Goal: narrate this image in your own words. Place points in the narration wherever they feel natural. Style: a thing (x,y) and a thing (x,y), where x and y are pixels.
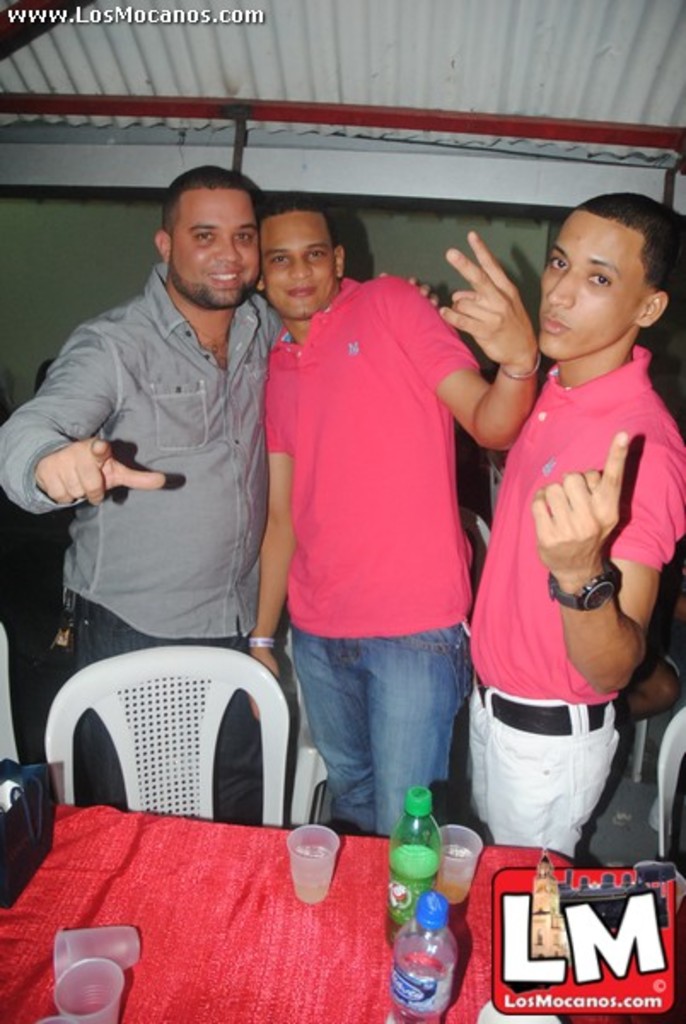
In this image we can see three people (356,523) standing. There are chairs (165,707). At the bottom (128,825) we can see a table (267,871) and there are glasses (320,867), bottles (444,948) and a bag (30,865) placed on the table (333,943). In the background (467,244) there is a wall (153,218).
